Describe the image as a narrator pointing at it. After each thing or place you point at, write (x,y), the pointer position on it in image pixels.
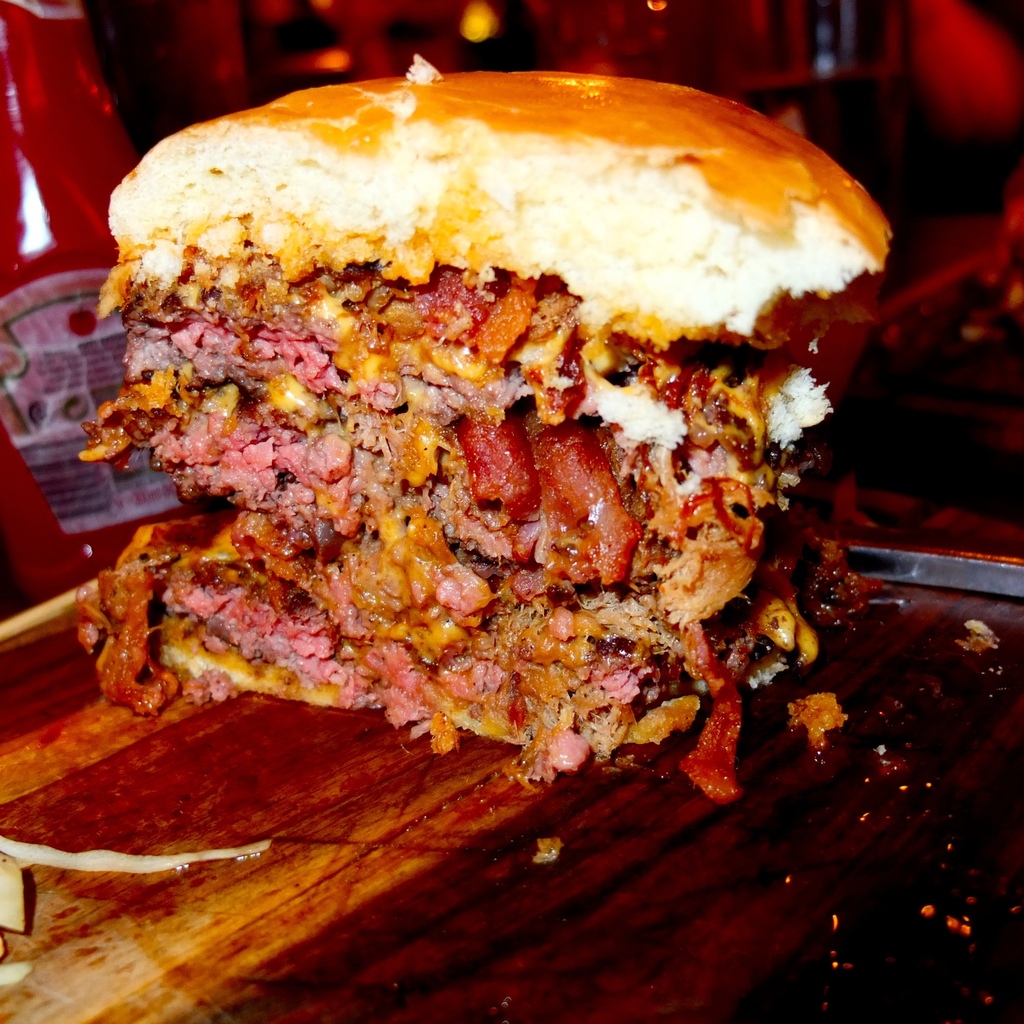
In the middle of the image (396,619) we can see food (377,693), beside the food (210,482) we can see a bottle (78,302) on the table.
